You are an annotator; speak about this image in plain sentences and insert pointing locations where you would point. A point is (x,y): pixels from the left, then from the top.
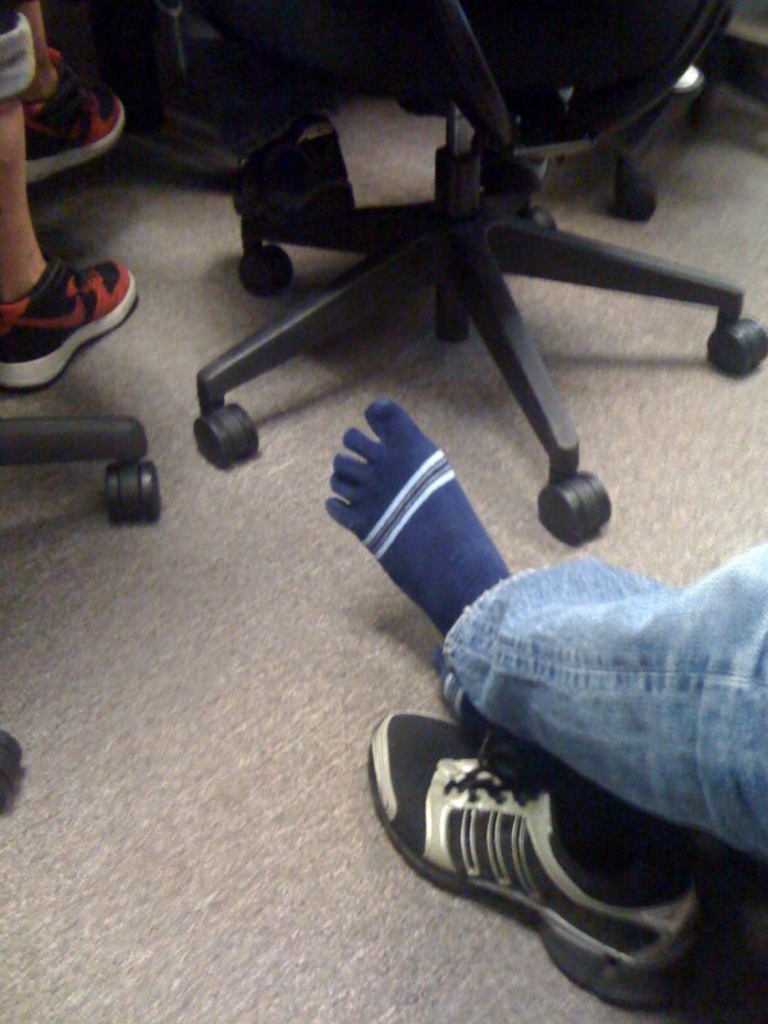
In this image there are two chairs (359,270) and two persons legs (644,635) are visible.
